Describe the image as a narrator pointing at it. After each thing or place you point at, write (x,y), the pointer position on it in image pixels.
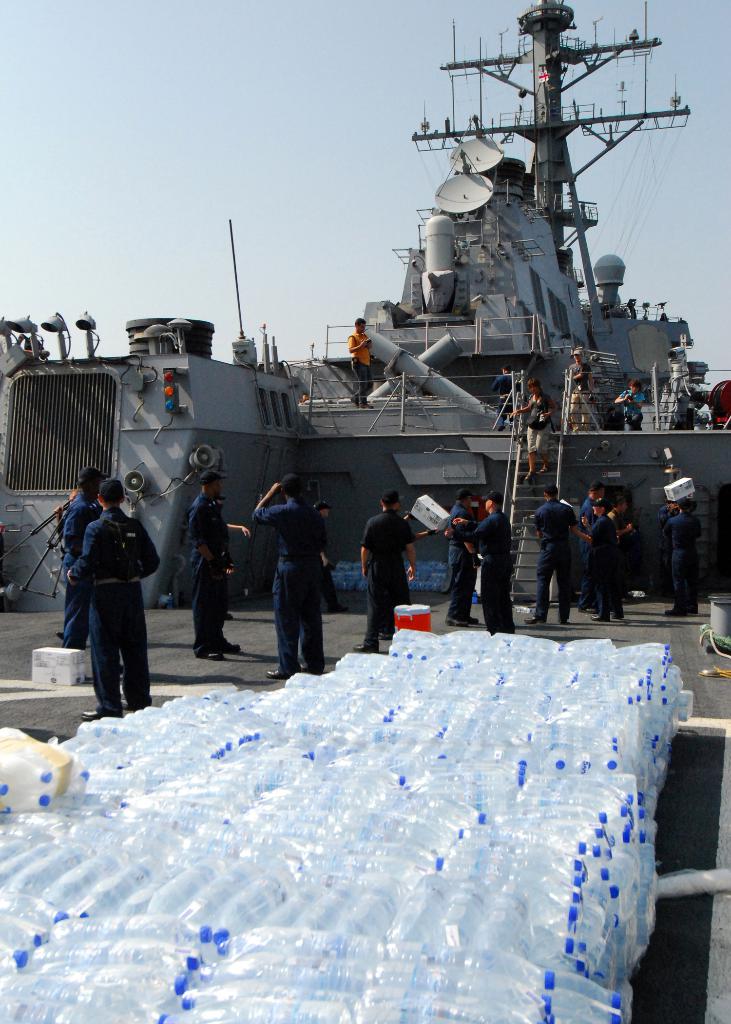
In this picture we can see bottles (448,907) at the bottom (414,917), in the background (94,415) there is a ship (386,356), we can see some people (618,571) are standing in middle (386,548), there are some people (360,362) in the ship (425,378), we can see the sky (228,58) at the top of the picture (208,47), there are two speakers (209,465) on the left side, we can see satellite dishes (472,177) on the ship (467,218).
